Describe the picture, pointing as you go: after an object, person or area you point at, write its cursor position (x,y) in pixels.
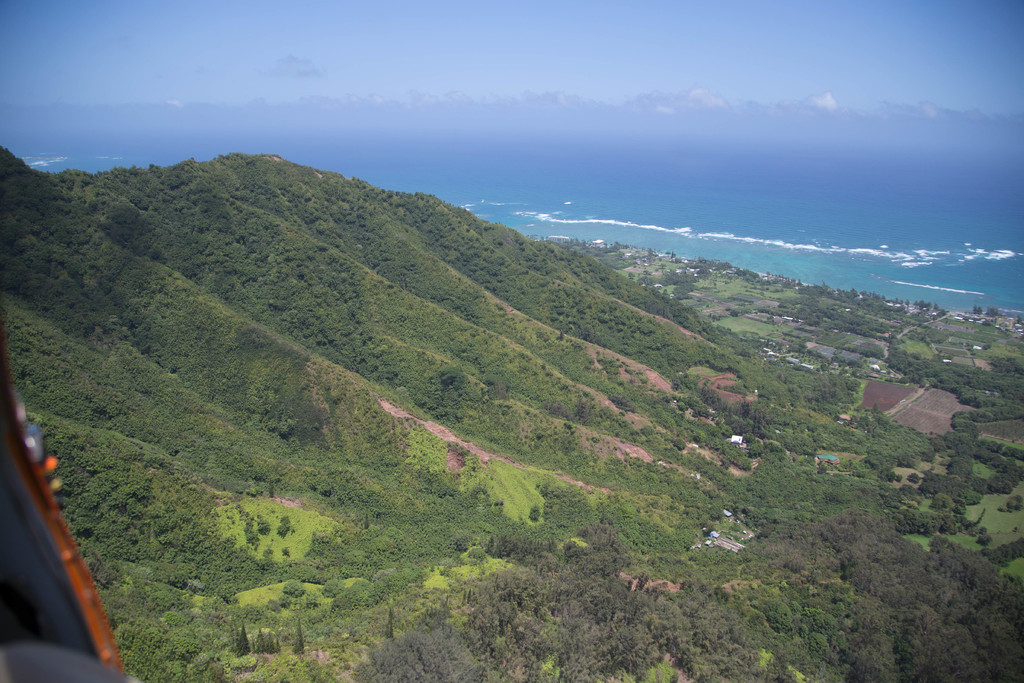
There are trees (783,654) and plants (688,516) on the ground (745,317). In the background (743,241), there is an ocean (508,161) and there are clouds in the sky (404,66).
